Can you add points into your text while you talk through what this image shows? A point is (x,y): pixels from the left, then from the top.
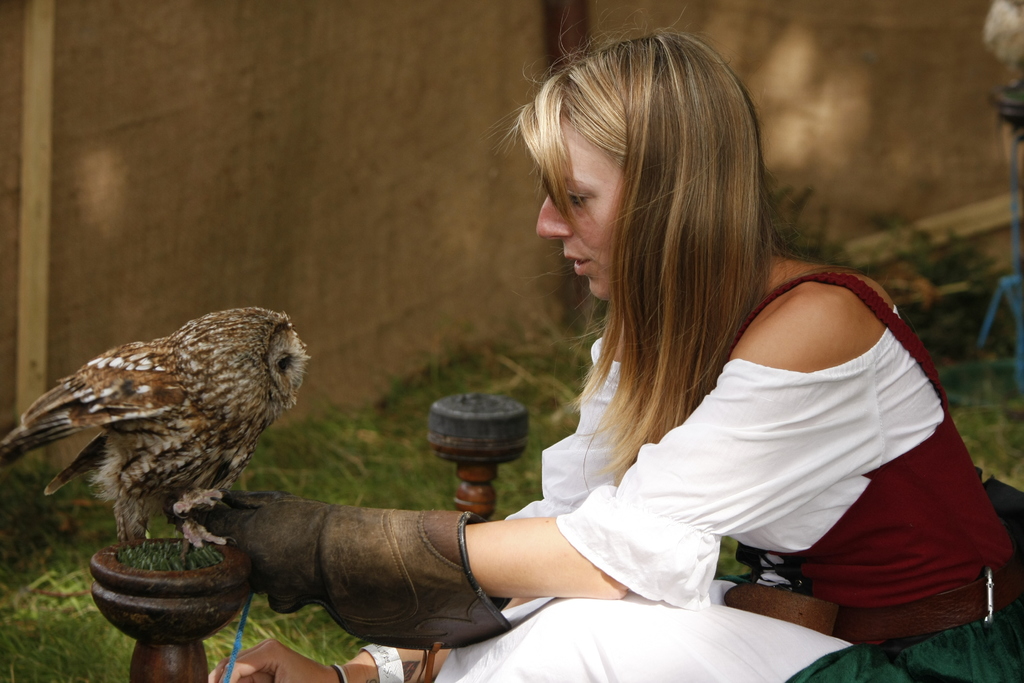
In this image there is a lady (763,515) sitting, in front of her there is an owl (198,530) and there are two objects (246,585), in the background (450,19) it is brown.
